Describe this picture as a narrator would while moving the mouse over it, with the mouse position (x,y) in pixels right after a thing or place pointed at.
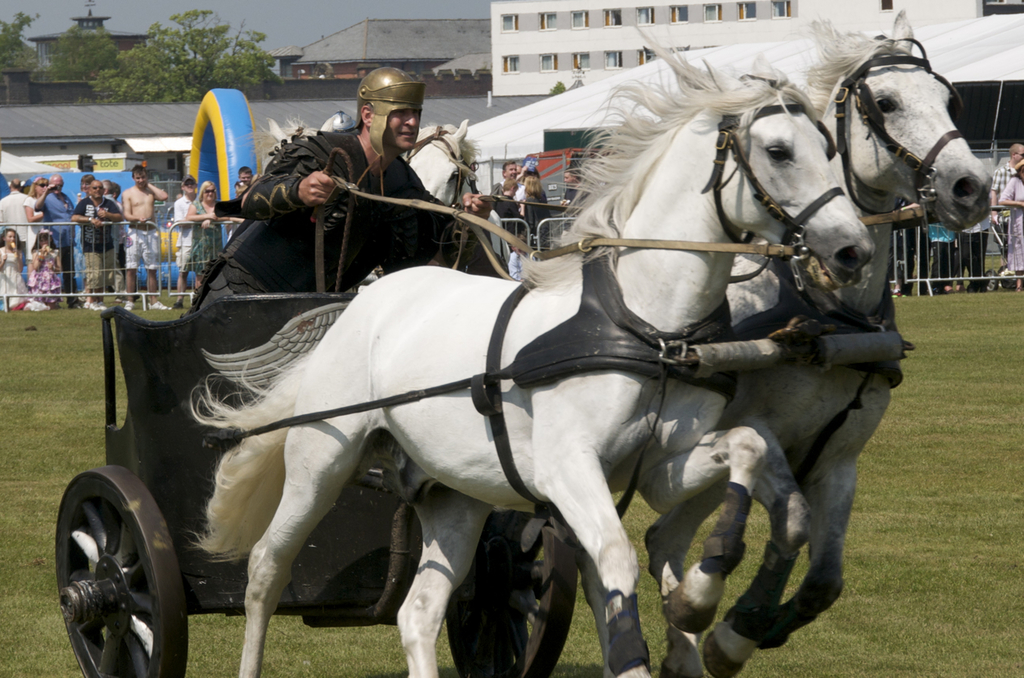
A person (264,198) wearing a black dress (359,153) and a helmet (373,87) is riding horse cart (656,425). This is on a grass lawn (920,424). In the background (131,205) there are some persons (144,182) watching this. Also some trees (270,59) and buildings (440,39) and sky (140,27) is in the background (357,44).
